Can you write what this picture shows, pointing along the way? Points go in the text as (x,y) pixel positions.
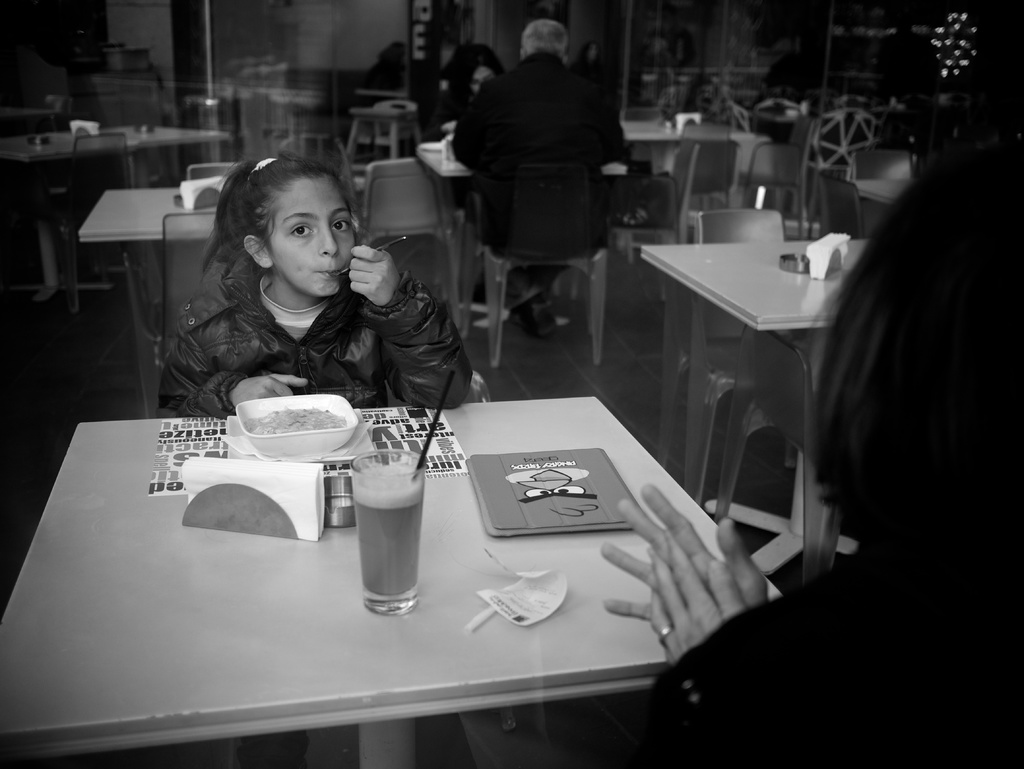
In this image I can see few people (243,341) are sitting on chairs (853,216). I can also see number of chairs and tables (560,415). here on this table (578,411) I can see a glass (418,504), food (282,419) in plate (301,431) and few napkins (281,493).
